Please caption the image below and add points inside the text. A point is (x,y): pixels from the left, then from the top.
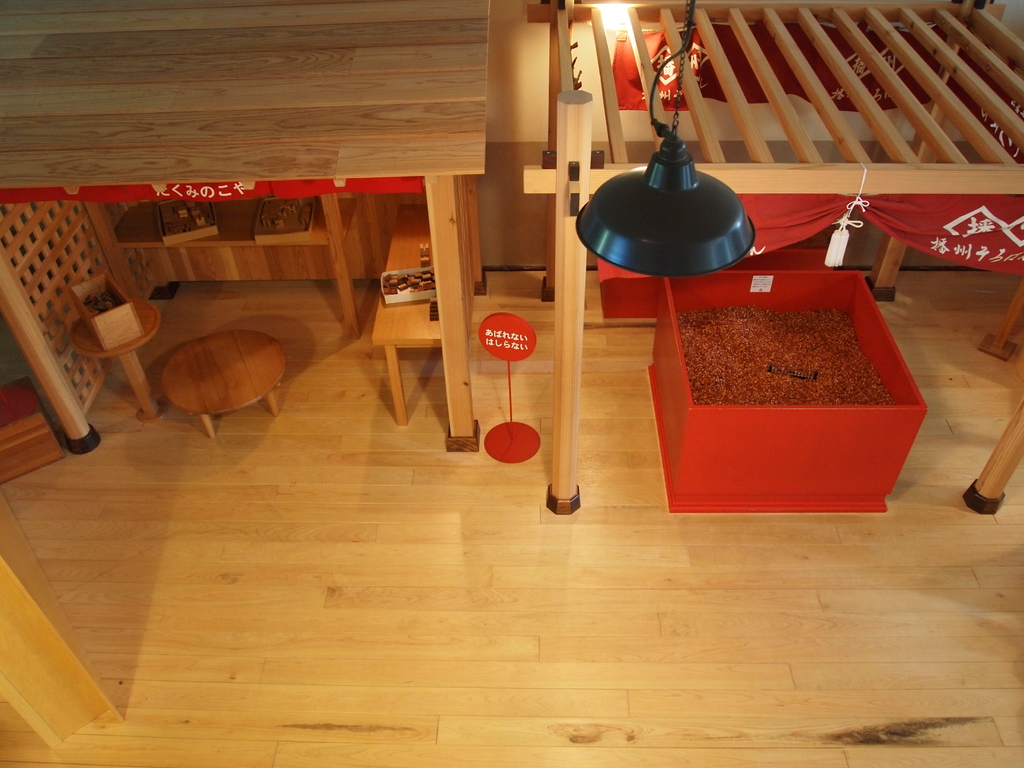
In this image I can see two wooden stalls (318,67) and there is a lamp (690,156) at the top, under the stalls (124,264) I can see small tables (420,330) and red color box (876,492) contain might be the food (726,337) and there is a small red color stand (488,438) visible between the stalls (446,325).
